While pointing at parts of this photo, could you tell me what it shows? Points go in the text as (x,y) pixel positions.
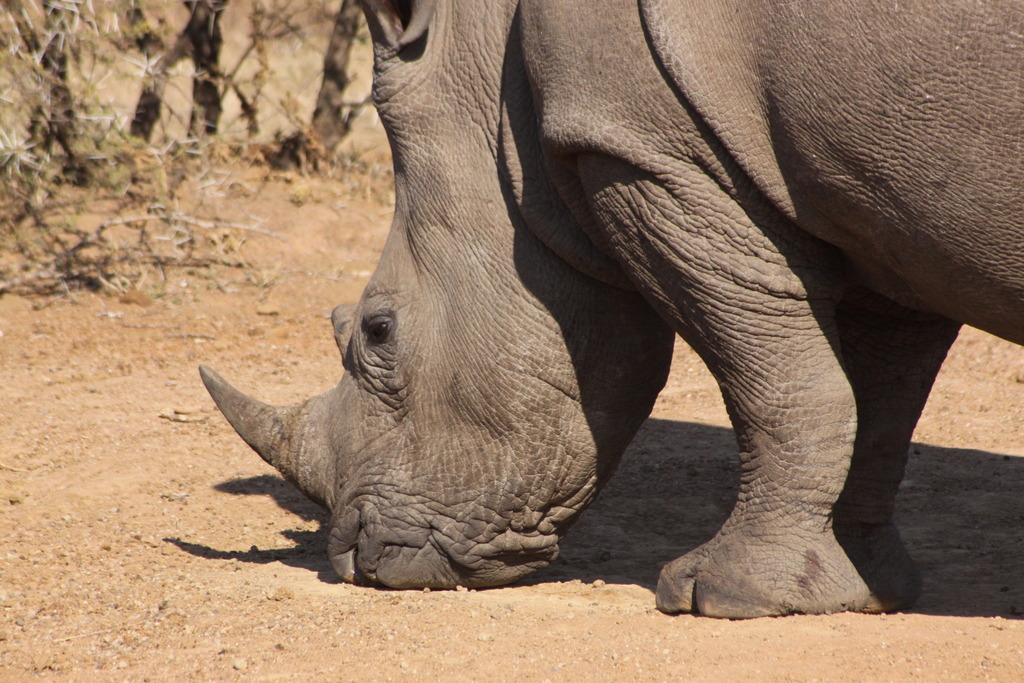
In this image we can see an animal (701,346) on the ground (285,491) and few trees (126,126) in the background (225,140).
